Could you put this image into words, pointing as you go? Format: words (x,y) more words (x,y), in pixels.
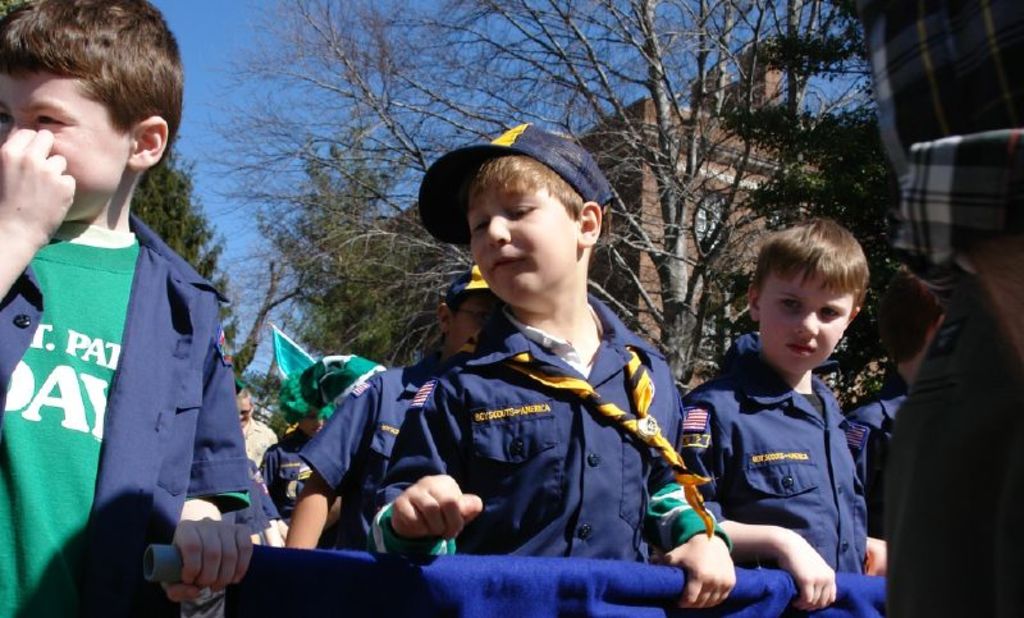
In this image there are children's (458,360) standing on a road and holding a banner (529,565), in the background (162,213) there are trees (197,248), buildings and the sky (216,194).
